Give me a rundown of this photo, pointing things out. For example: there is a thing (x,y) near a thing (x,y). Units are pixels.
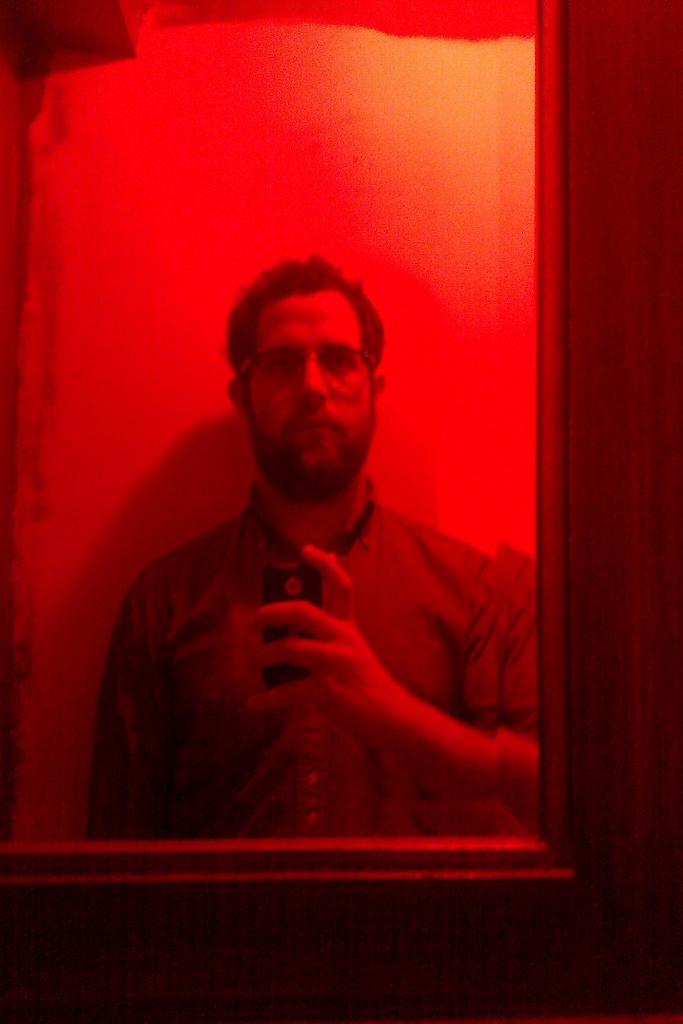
In this image, I can see the reflection (318,766) of a person (288,707) holding a mobile (318,586) on the mirror (264,544), which is attached to a wooden object (565,473).
